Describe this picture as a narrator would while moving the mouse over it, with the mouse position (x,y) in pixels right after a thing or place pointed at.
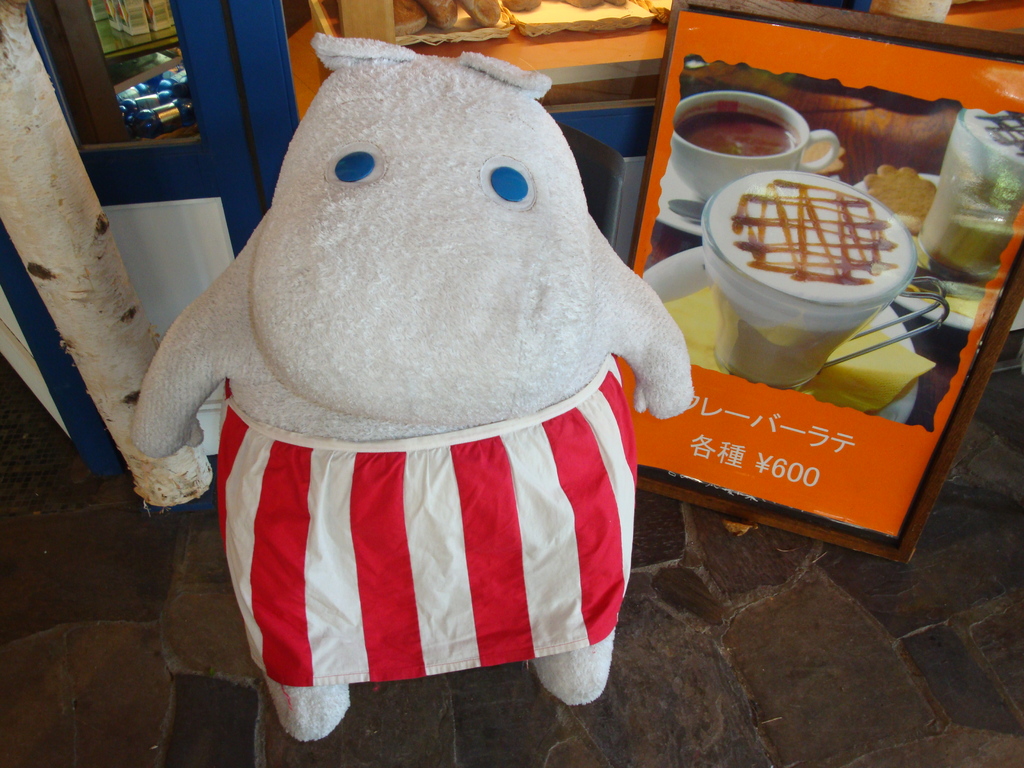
In this image we can see a toy (444,468) and a board (809,254) on the ground (355,762). In the background (268,100) we can see glass doors (279,93) and through the glass doors (132,84) we can see objects (171,108).
